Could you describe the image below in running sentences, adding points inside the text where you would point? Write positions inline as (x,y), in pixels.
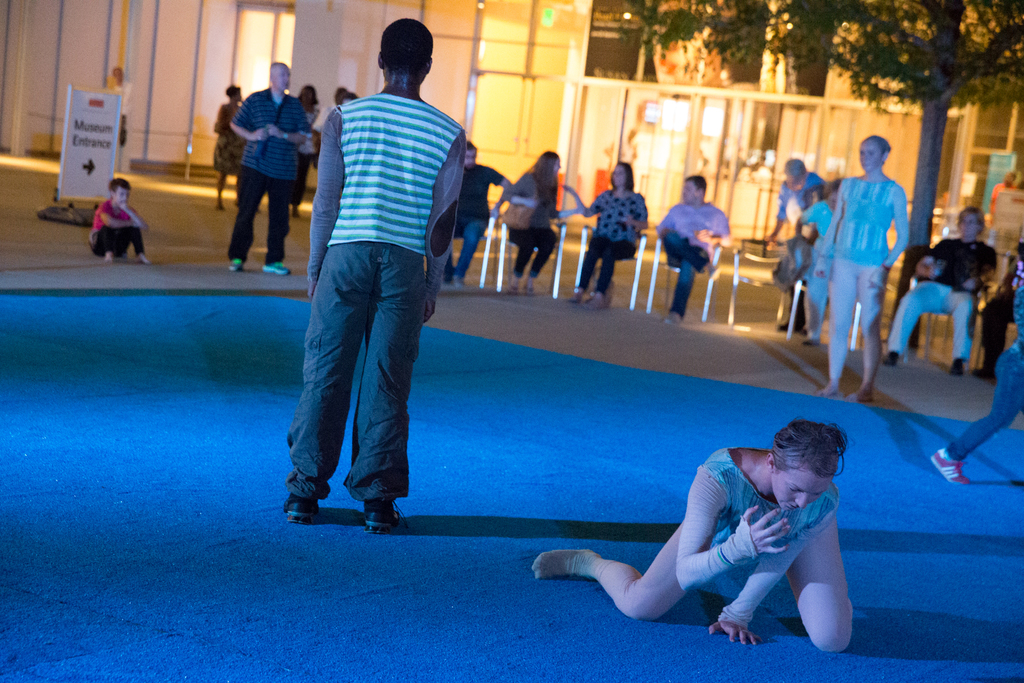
In this image I can see a woman (697,508) wearing blue colored dress (723,486) is on the floor (716,609) and a person (376,401) wearing t shirt (388,197), pant (367,342) and footwear (300,501) is standing on the blue colored carpet (446,397). In the background (672,220) I can see few persons (621,230) sitting on chairs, few persons (246,111) standing, a white colored board (115,120), few trees (878,21) and the building (40,55).
